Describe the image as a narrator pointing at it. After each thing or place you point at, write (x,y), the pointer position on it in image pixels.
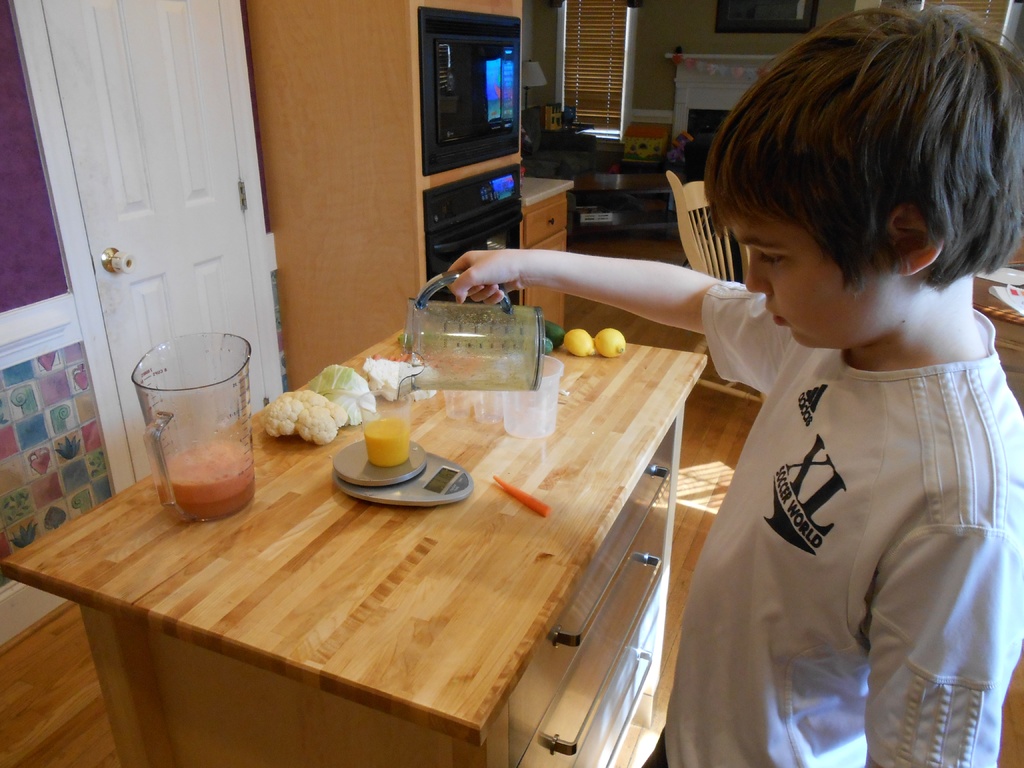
This is the boy (803,486) standing and holding the jug (517,349). This is the table (295,563) with jug (217,454) of juice (201,469), vegetables (324,423). this is the weighing machine (405,475) with a jar (395,448) on it. These are the jars (513,407) placed on the table (450,587). This is the door (128,221) with door handle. I think this is the micro oven (454,149). At background (532,77) I can see a lamp (532,77), teapoy (595,182), window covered with curtain (608,77). This looks like a fireplace (705,108). This is the frame (729,17) attached to the wall (694,43). This is the chair (688,231).
